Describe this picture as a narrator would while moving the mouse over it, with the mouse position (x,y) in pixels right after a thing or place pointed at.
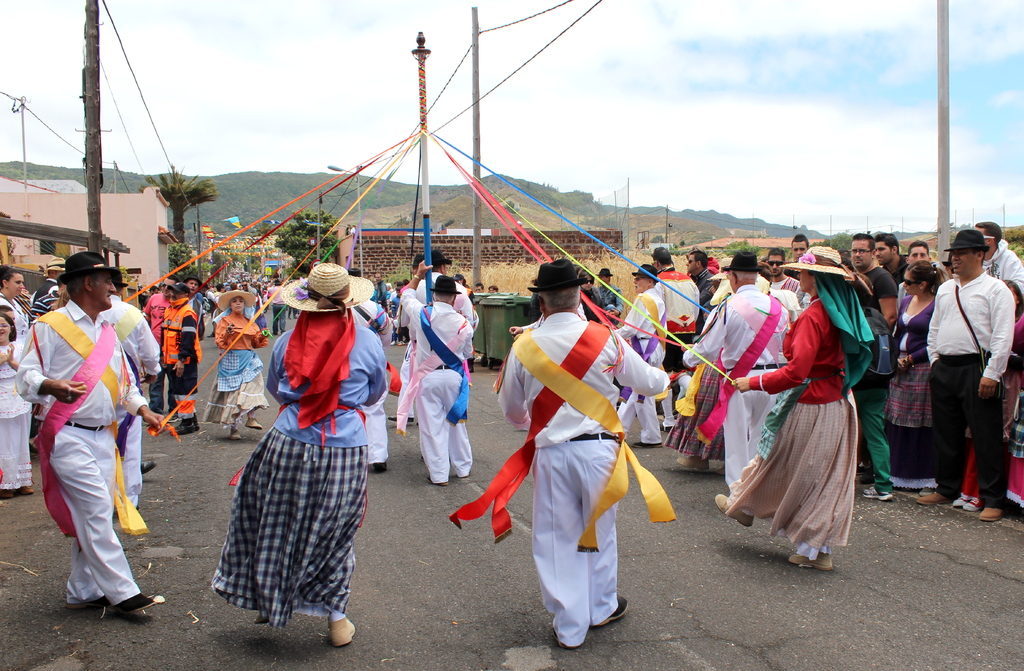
In this image, I can see a group of people (582,334) dancing by holding the colorful ropes (176,432). This looks like a pole (426,194). I can see groups of people (877,419) standing. This is the road (712,611). I think these are the dustbins (485,329). I can see the buildings (395,245) and trees (324,219). This looks like a hill (568,206). I think this is the dried grass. This is the sky (749,133). I can see few men (506,379) wore the kind of sashes (697,386).
